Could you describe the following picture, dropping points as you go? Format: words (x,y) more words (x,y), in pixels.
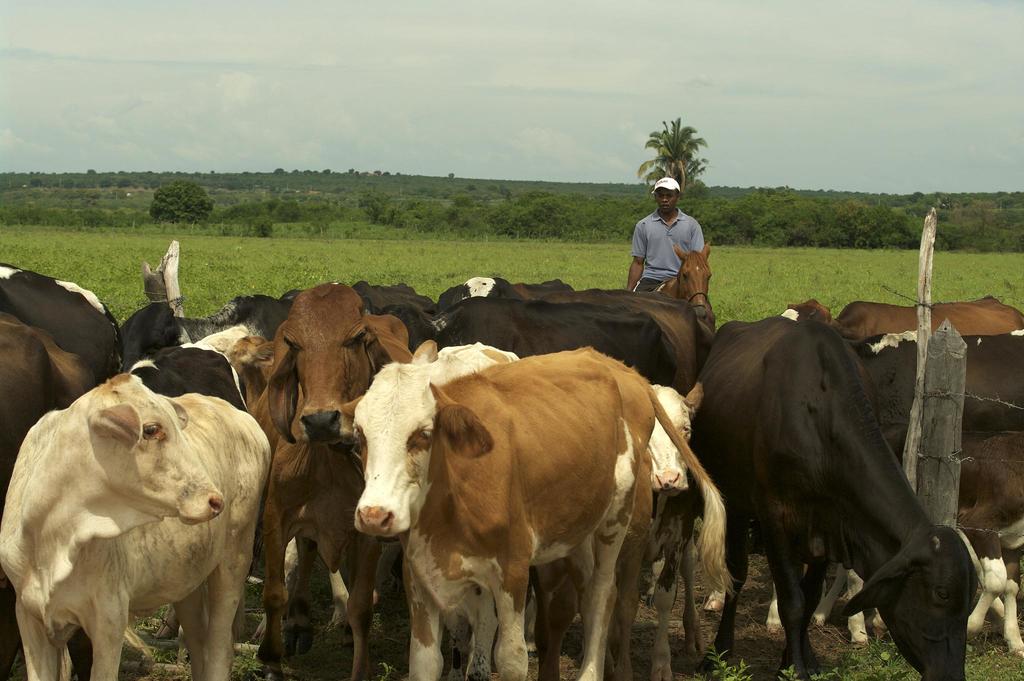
In the center of the image (540,386) we can see cows (737,363) and a horse (691,294). There is a man (659,253) sitting on the horse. In the background (162,202) there are trees (740,227) and sky (417,32). We can see a fence (935,426).
